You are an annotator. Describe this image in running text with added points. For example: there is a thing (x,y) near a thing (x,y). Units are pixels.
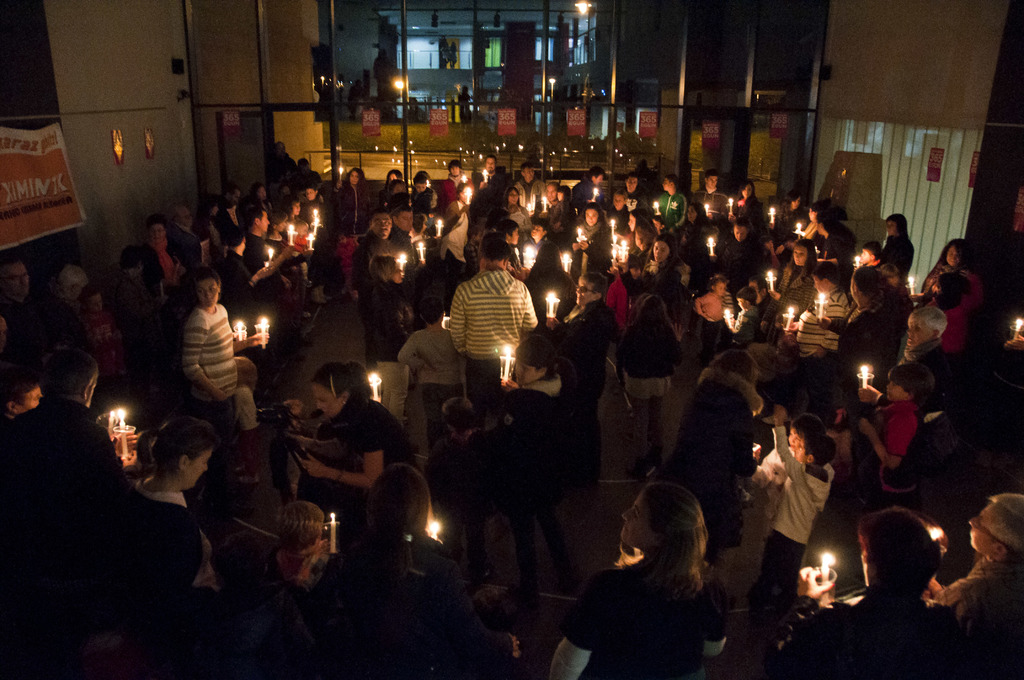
In the image we can see there are lot of people (449,390) standing in a building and they are holding candles (825,572) in their hand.
